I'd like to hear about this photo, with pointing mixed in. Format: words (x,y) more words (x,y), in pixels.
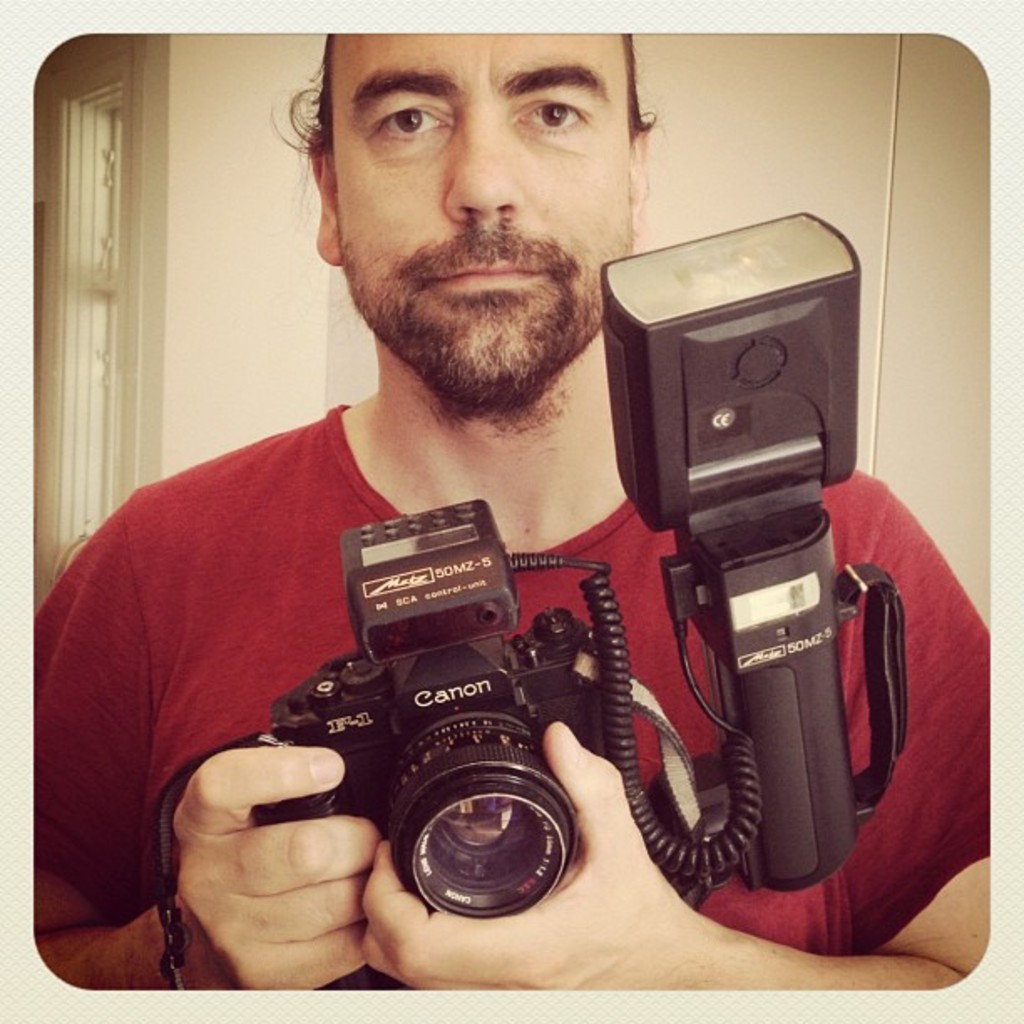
In the foreground (424,298), I can see a person (604,503) is holding a camera (526,725) in hand (611,929). In the background (156,462), I can see a wall (210,337) and a window (123,493). This picture might be taken in a room (524,625).
